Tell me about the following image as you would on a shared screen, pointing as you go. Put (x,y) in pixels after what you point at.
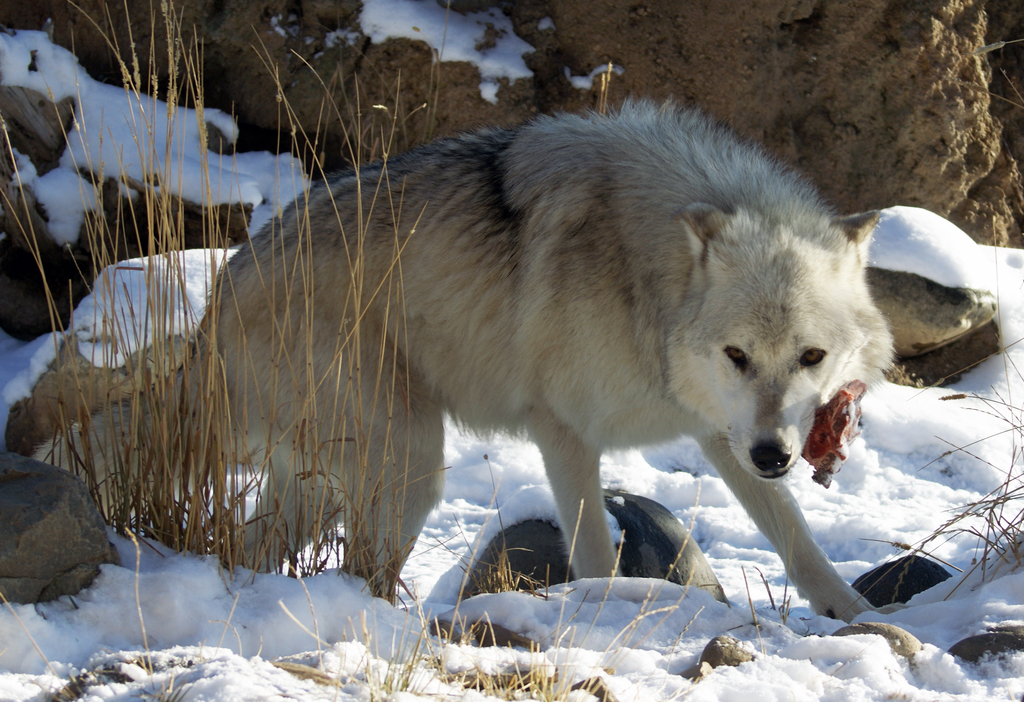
In this image, we can see a wolf (595,210) on the snow (690,652). On the left side of the image (216,399), we can see some grass (200,475).
